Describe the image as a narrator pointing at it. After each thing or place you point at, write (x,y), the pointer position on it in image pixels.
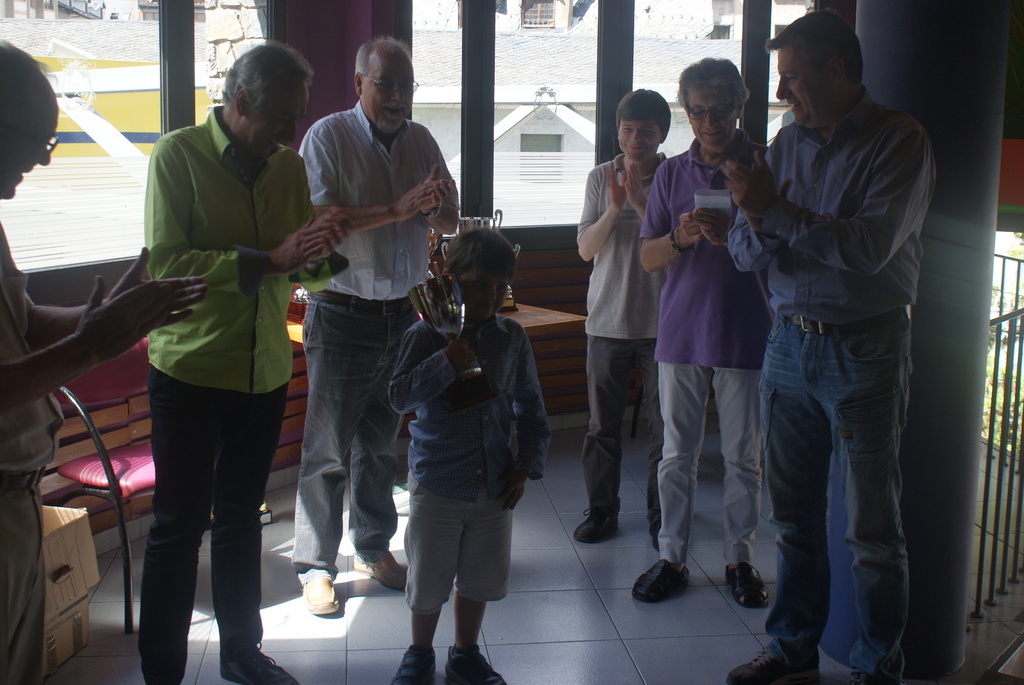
In this picture there is a small boy (508,337) in the center of the image (420,360), by holding a trophy (434,319) in his hand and there are people (340,440) those who are clapping in the image and there are chairs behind them, there are windows (478,105) in the background area of the image (120,120), there is a building (639,69) outside the window (80,140).
